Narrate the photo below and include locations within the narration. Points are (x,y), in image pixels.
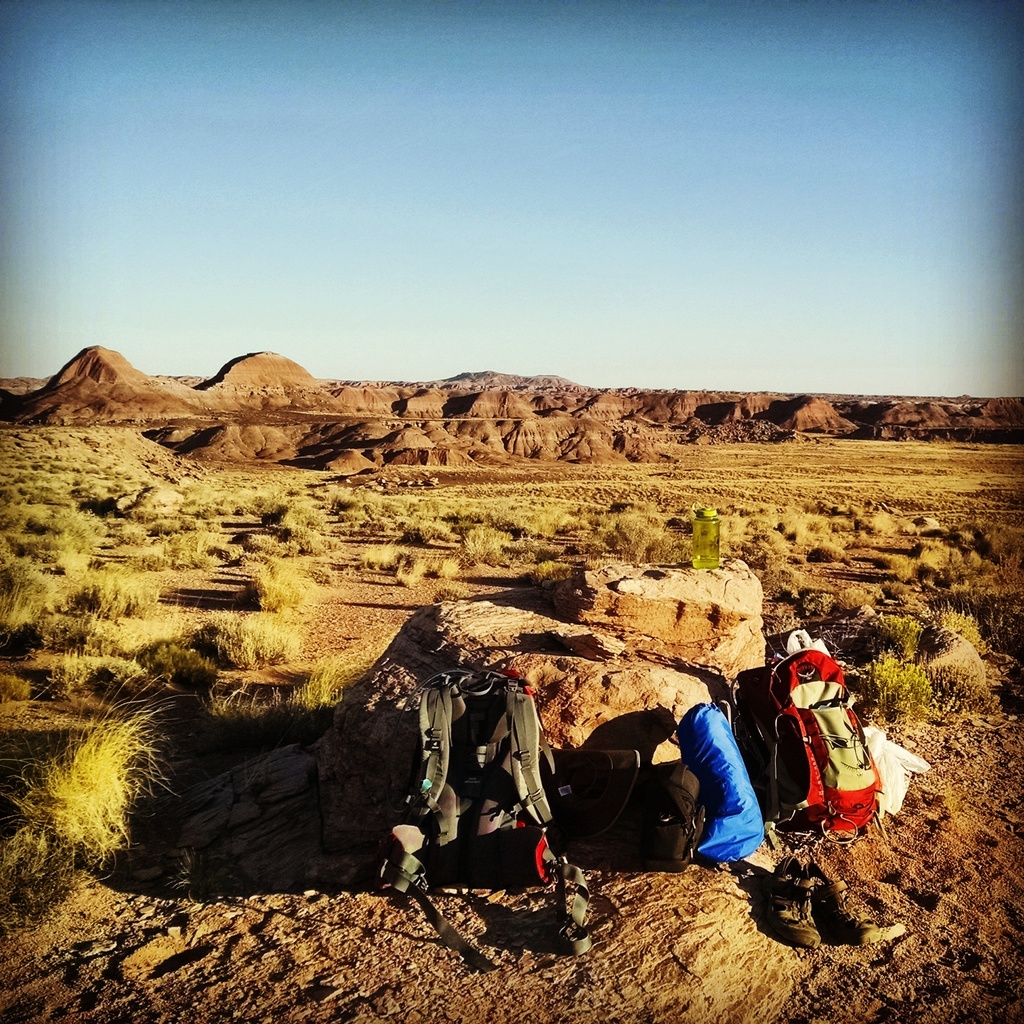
In this image I can see the ground (676,959), a pair of shoe (773,875), few bags (626,768), few huge rocks (655,659) and a bottle (710,549) on the rock (667,653). I can see some grass (313,524) on the ground (114,518). In the background (117,483) I can see some grass (58,450), few mountains (445,382) and the sky (620,253).
